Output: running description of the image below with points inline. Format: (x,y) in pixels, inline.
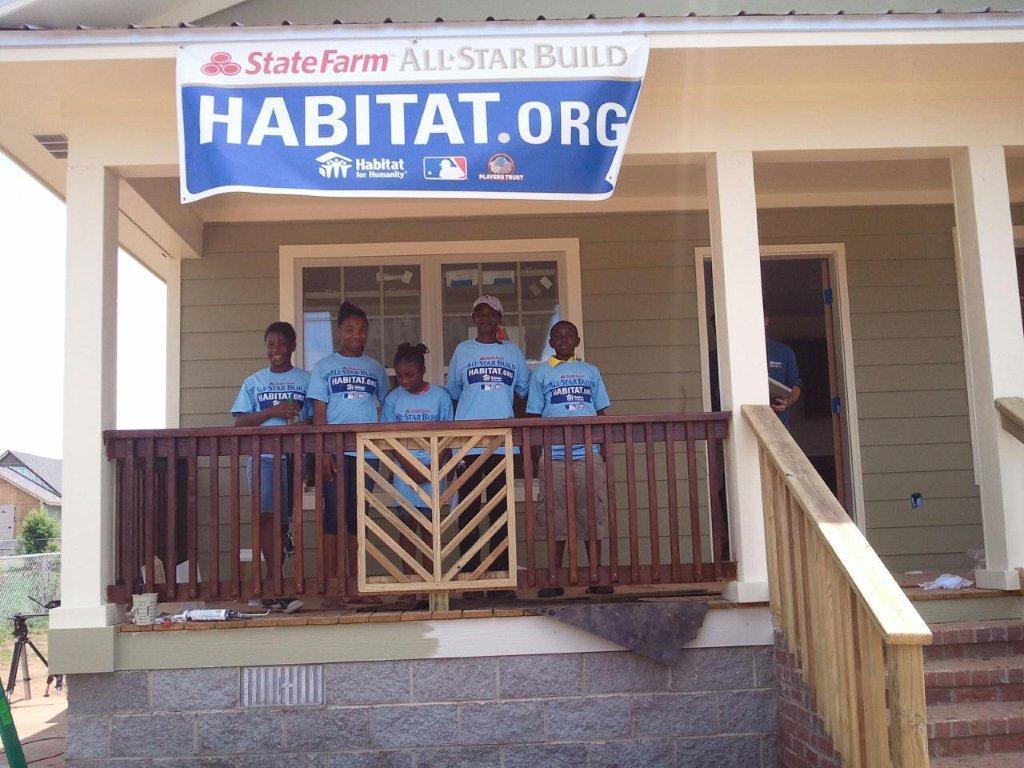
In this image there is a house (908,538) having staircase (960,718). There is a fence (508,541). Behind there are people (485,400) standing on the floor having few objects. There is a banner (353,71) attached to the wall (153,159). Right side there is a person (780,347) holding an object (775,391). Left side (24,620) there are objects (17,676) on the land (40,668). Behind there is a fence (35,576). Behind there is a tree (43,526) and a house (31,481). Left side (13,306) there is sky (42,290).
